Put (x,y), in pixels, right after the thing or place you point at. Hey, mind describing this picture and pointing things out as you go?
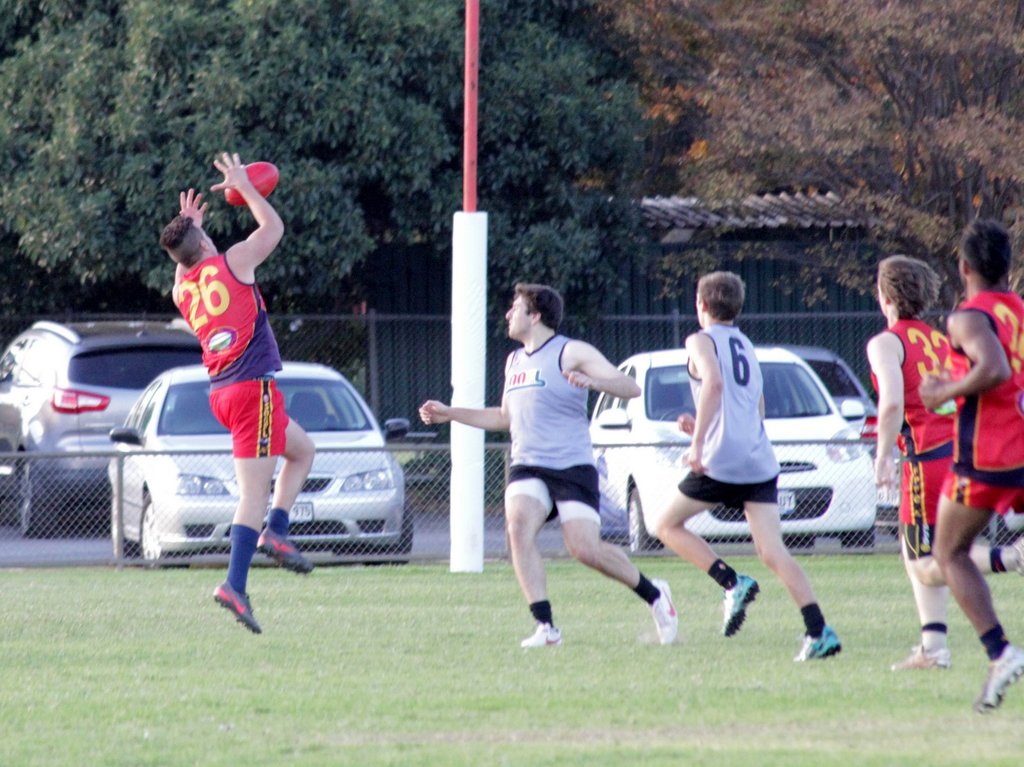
In this image I can see the group of people (198,200) on the ground (440,659). I can see the ball (238,203) in the air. In the background (212,505) I can see the railing (376,517), few vehicles (197,504) on the road (487,555), shed (670,303) and many trees (599,195).
